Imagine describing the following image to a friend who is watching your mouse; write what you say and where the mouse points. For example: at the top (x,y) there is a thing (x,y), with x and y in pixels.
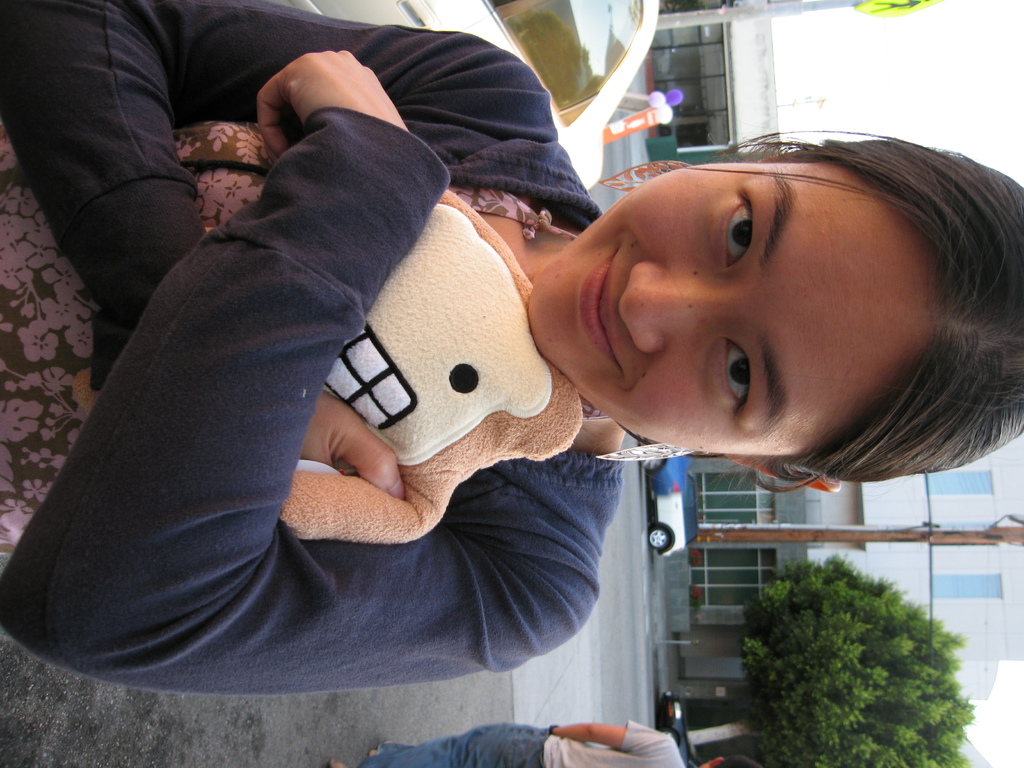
In the middle of the image (474,470) a woman (169,472) is standing and holding a toy (545,454) and smiling. Behind her there are some vehicles (662,722) and poles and trees (823,748) and buildings (895,577) and banners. At the bottom of the image (396,758) a man (342,766) is standing.
